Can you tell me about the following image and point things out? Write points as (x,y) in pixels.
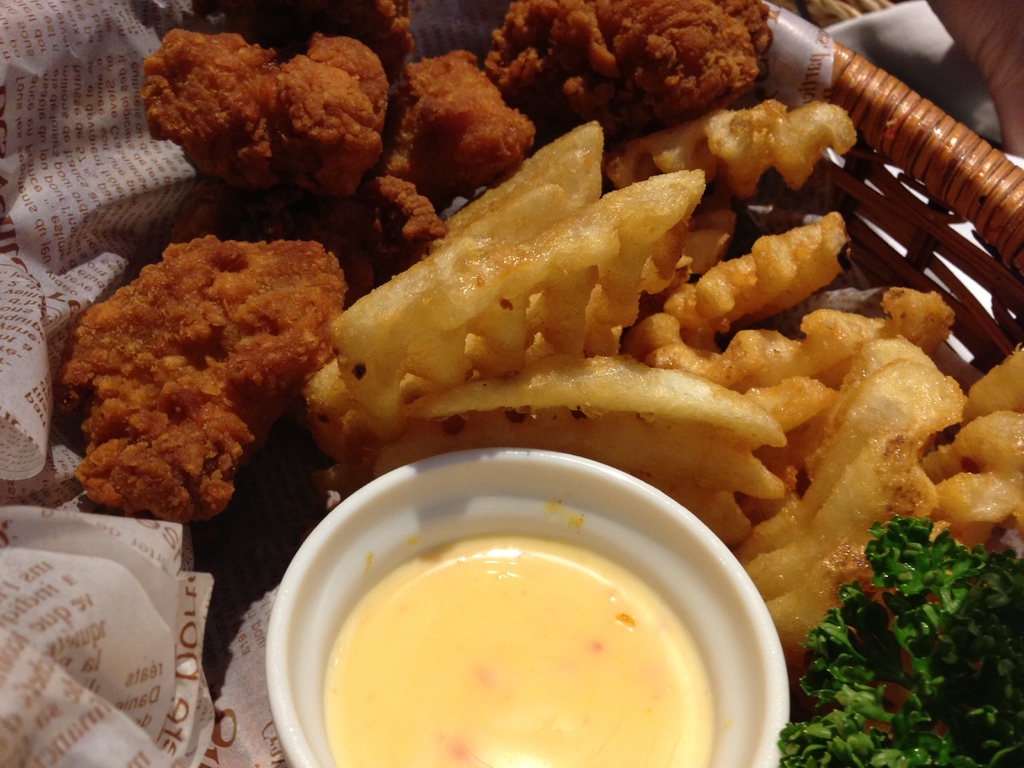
In the image we can see there are snack items (363,194) kept on the basket (926,279) and there is a mayonnaise (557,657) kept in a small cup (772,651). There is parsley (896,667) and potato snack items (582,298) kept on the paper (46,706) in the basket (901,92).
